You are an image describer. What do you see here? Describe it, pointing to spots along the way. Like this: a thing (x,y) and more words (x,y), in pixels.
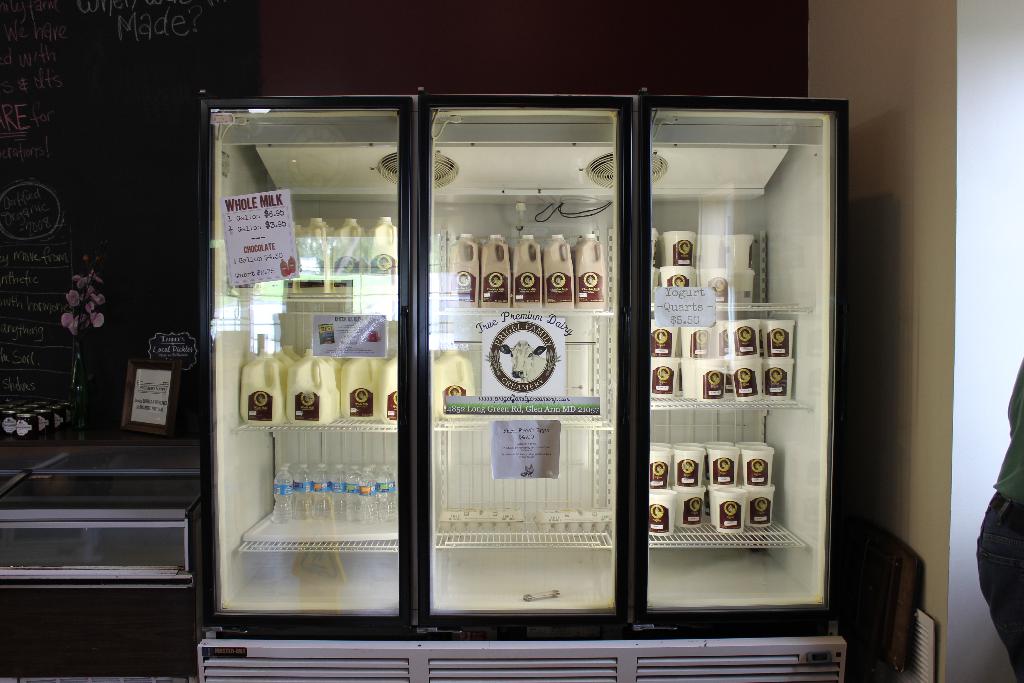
In this image, I can see the water bottles (371,497) and the milk cans (275,382) in the refrigerators (489,524). These are the papers (246,237) attached to the refrigerator doors (418,475). On the right corner of the image (1023,592), I can see a person (1023,511) standing. This looks like a wall (163,130) with the design (48,346) on it. These are the tins (57,424). I can see a photo frame (126,385) and a flower vase (92,295) are placed on the table (126,446).
